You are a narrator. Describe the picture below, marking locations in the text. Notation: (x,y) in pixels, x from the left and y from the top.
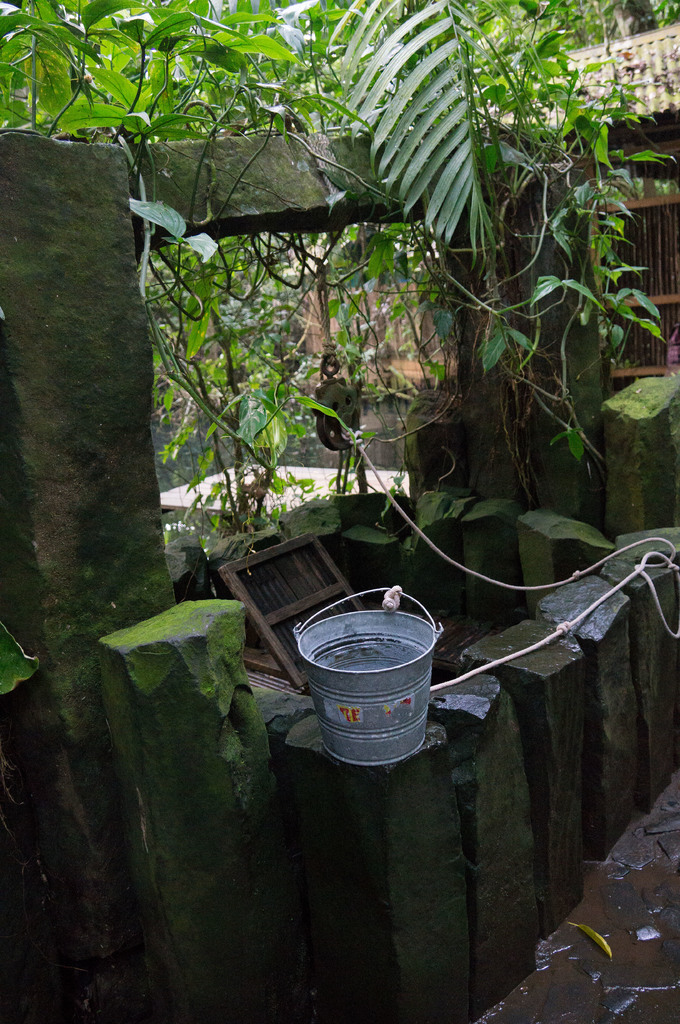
In this image, this looks like a well (531,563), which is built with the rocks (507,704). I can see a rope (489,666) tied to the bucket (351,649). These are the trees (524,59). This looks like a house (663,59).
